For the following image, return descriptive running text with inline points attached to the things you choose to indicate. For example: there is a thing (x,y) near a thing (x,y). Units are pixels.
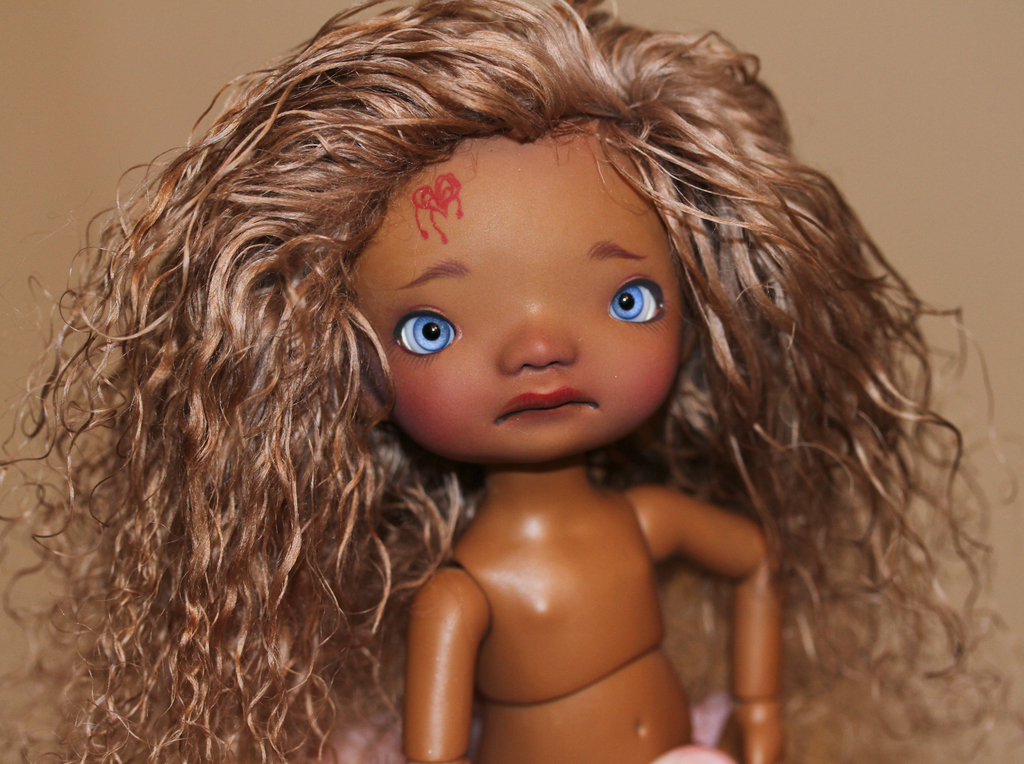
In this image we can see a doll (534,308).
